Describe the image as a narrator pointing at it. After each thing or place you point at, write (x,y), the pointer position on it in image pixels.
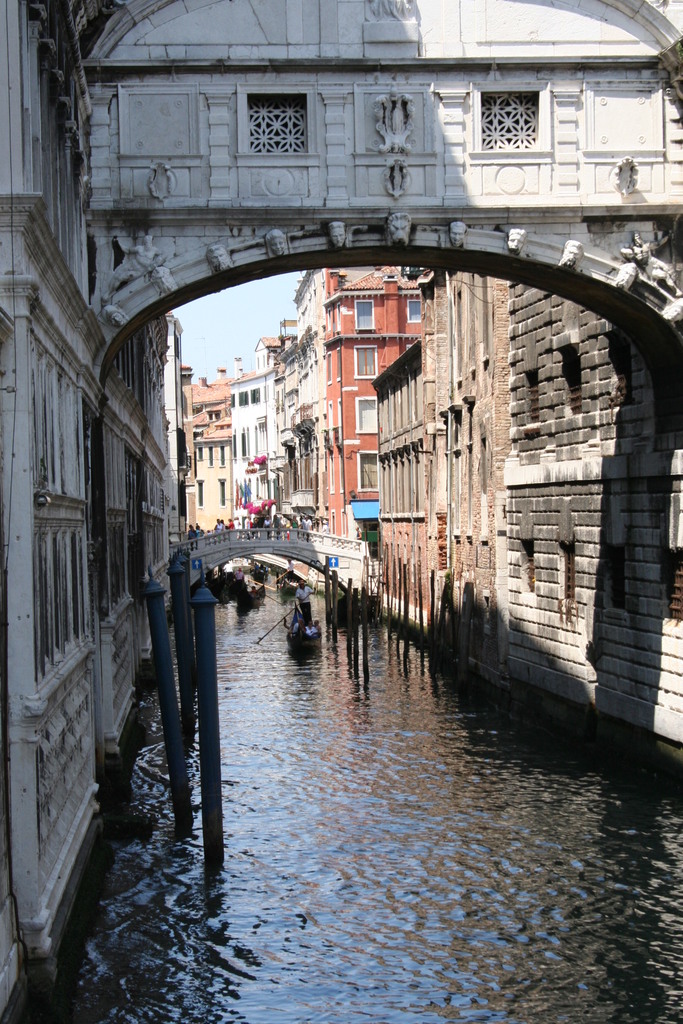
In the picture I can see the canal (322,744) in which some boats (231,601) are moving, around we can see some buildings (604,544).
